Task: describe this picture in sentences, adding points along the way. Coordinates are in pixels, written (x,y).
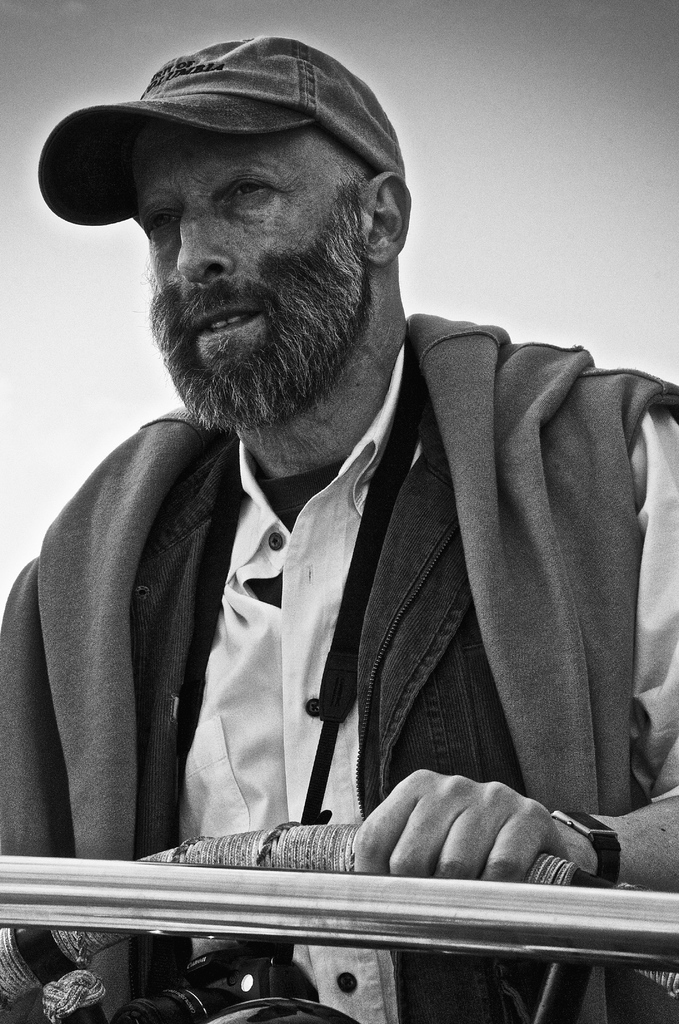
This is black and white picture, there is a man (298,205) wore cap (260,52) and holding an object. We can see rod (230,900). In the background (610,184) we can see sky (599,152).
